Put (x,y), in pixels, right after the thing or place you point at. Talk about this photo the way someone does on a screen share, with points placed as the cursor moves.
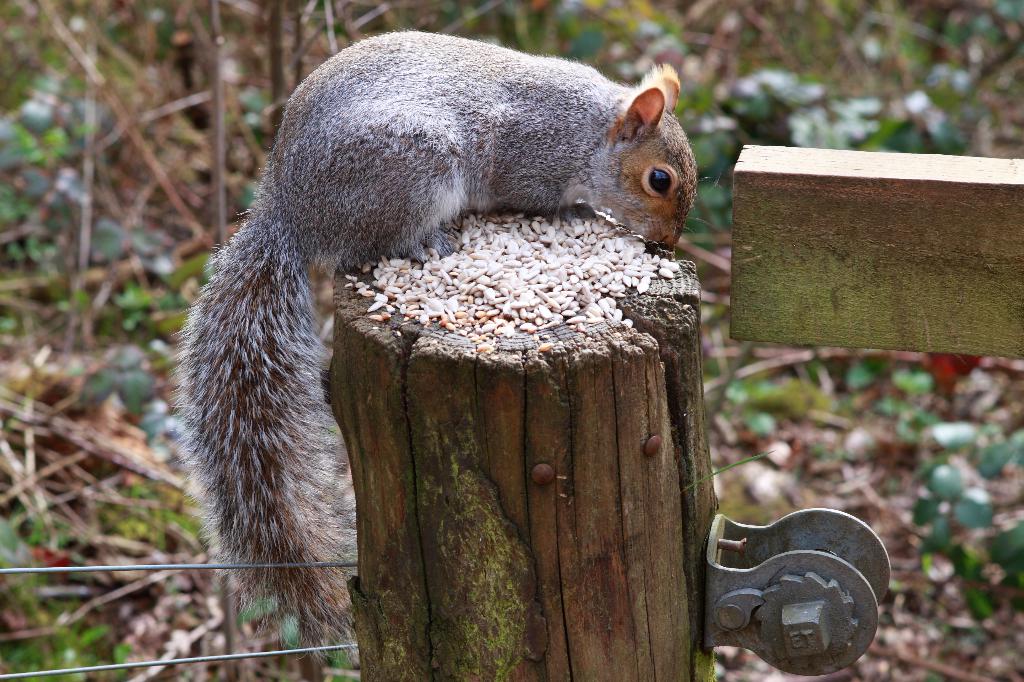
In this picture we can see a squirrel (570,197) and wood (829,256) in the front (556,175), in the background (850,430) there are some leaves (779,104) and plants (59,115).
